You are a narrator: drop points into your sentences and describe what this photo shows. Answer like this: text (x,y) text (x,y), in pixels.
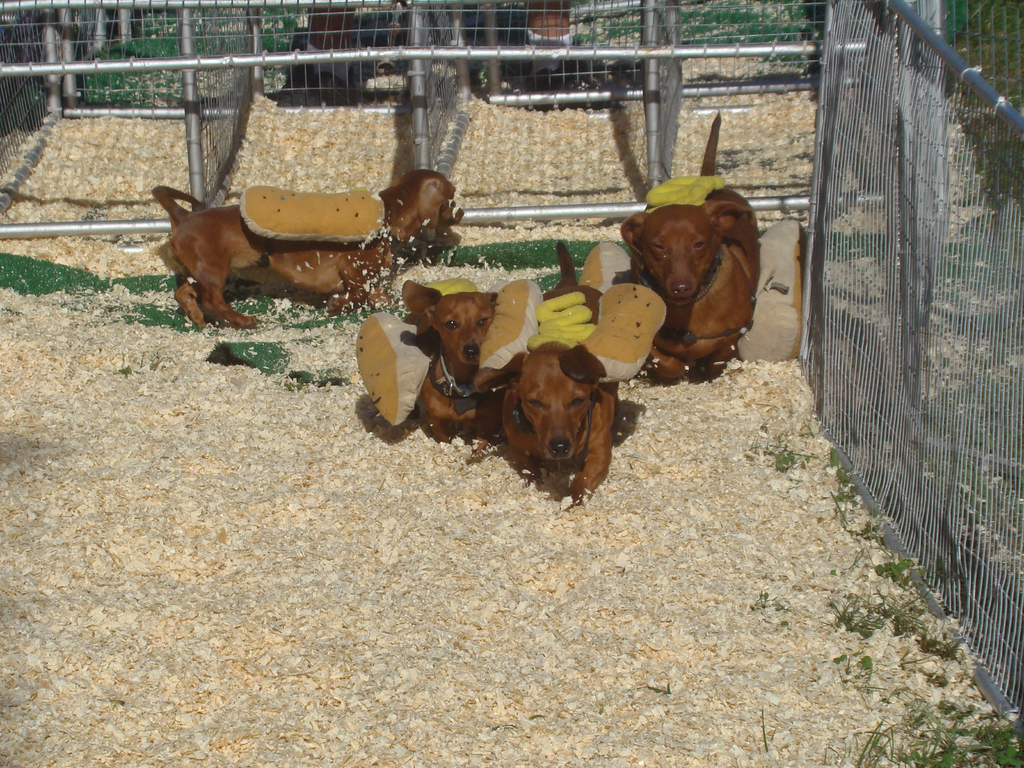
In this picture I can observe four dogs (404,297) which are in brown color. There is fencing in this picture. On the top right side (972,44) I can observe some plants (999,29) on the ground (999,12).
